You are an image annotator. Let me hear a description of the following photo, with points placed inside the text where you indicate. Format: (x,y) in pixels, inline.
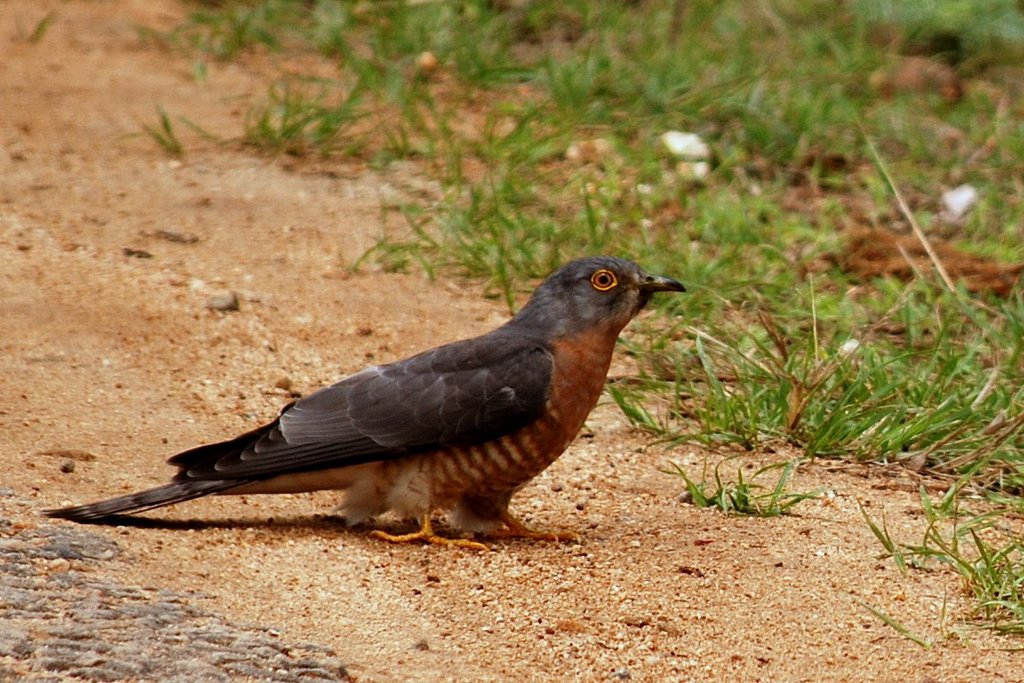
In this image there is a bird (397,432) on the ground (421,553). On the right side (737,241) there is small grass (653,205). On the sand (364,617) there are stones (28,642).
